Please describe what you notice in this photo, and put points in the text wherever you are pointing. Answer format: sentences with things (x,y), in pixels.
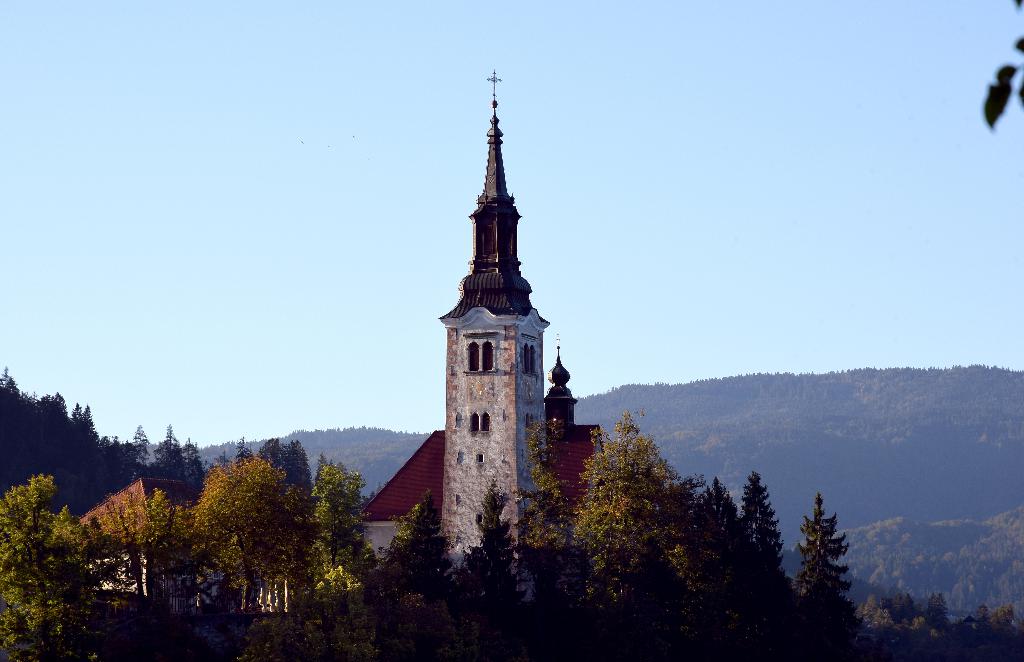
In this picture we can see trees (201,516), buildings (452,423) and in the background (538,121) we can see the sky (340,121).
